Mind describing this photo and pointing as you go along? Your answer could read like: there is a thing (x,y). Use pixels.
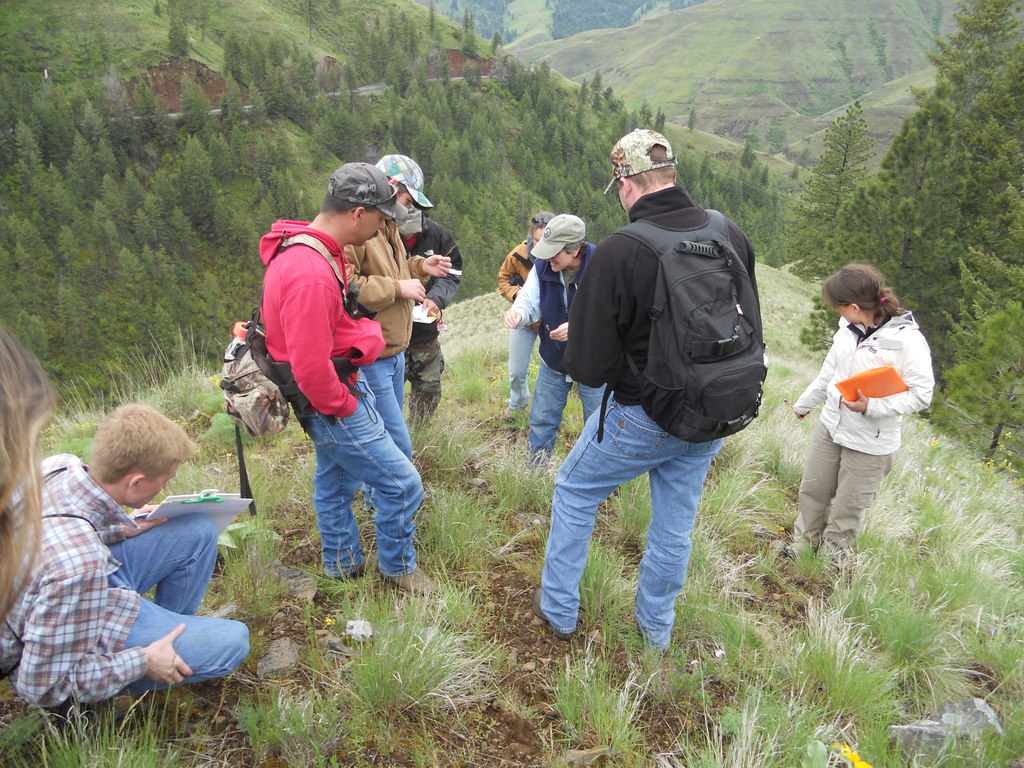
In this image, I can see a group of people (655,471) standing and a person (128,621) in squat position. There are trees (276,82), hills (565,75) and grass (439,664).
